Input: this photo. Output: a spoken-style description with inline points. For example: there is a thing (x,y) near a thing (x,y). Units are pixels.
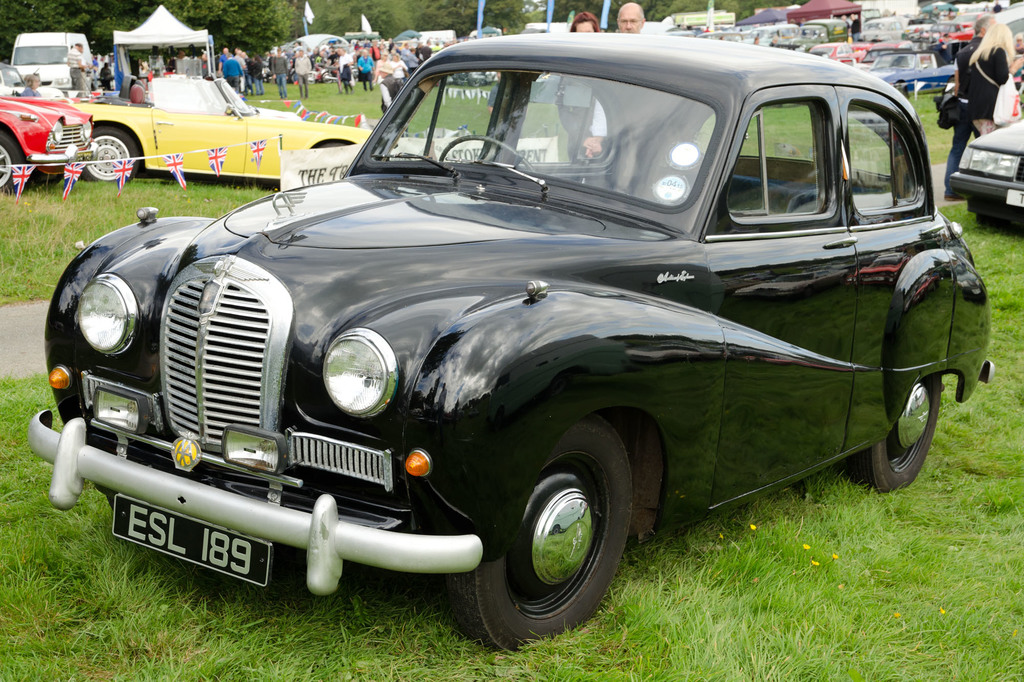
In this image there are vehicles (341,203) on the grass (1015,362), group of people (973,70) standing, stalls (135,37), decorative flags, and in the background (61,7) there are trees (108,13).
